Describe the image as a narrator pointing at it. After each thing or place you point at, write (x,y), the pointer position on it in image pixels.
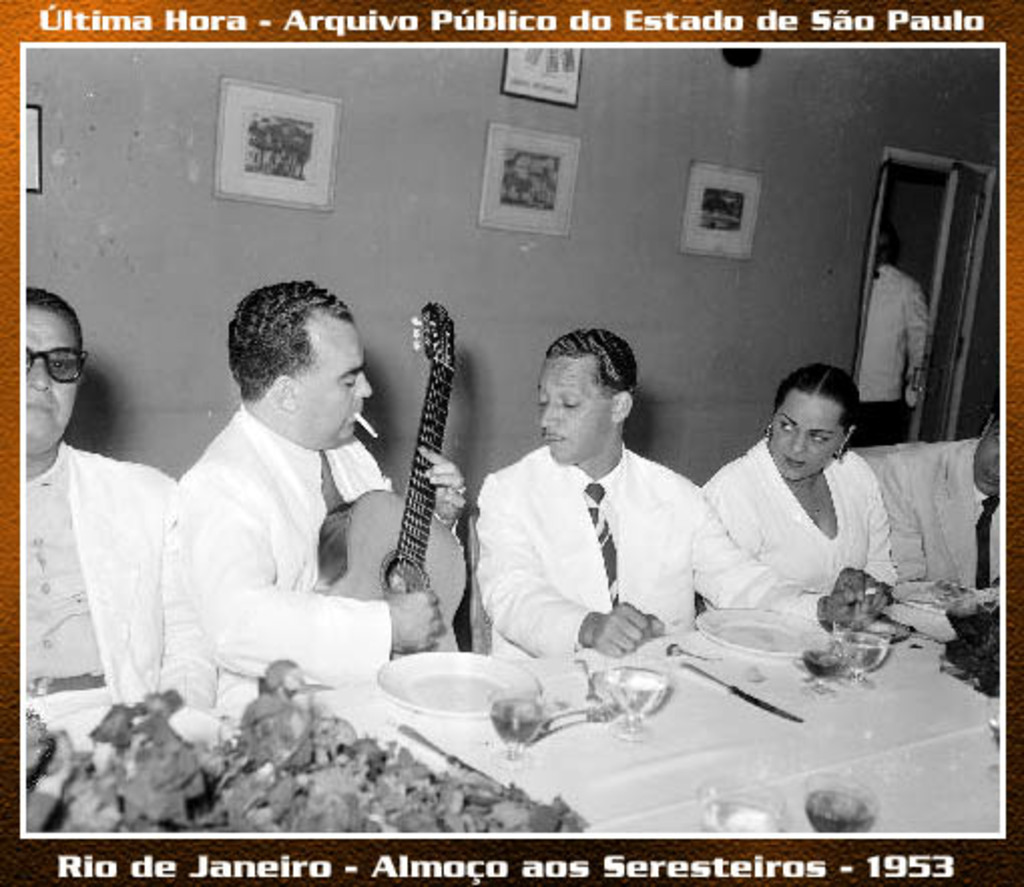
A group people (153,666) are sitting in chairs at a table (342,683). There is a woman (843,493) in the group (840,501). A man (242,595) in the group (242,609) playing guitar (430,345) while smoking. There are some plates (449,686), water glasses (859,662), forks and spoons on the table (439,726).
